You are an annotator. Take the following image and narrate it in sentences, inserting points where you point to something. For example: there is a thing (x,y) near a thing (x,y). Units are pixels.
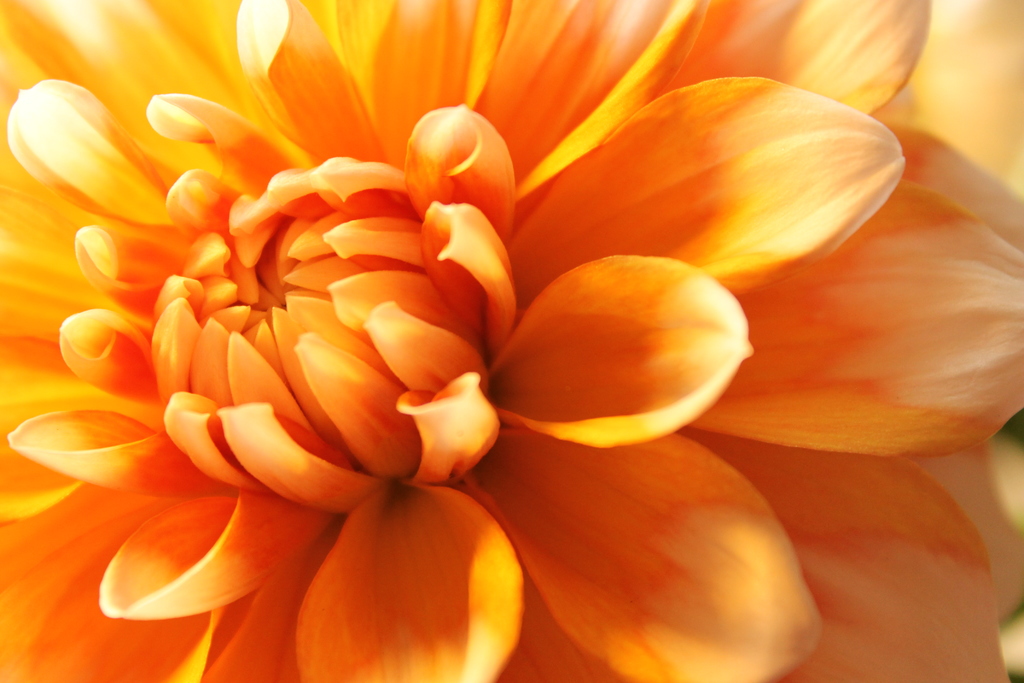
In this image we can see a flower (558,282), here are the petals (371,297), it is in orange color.
